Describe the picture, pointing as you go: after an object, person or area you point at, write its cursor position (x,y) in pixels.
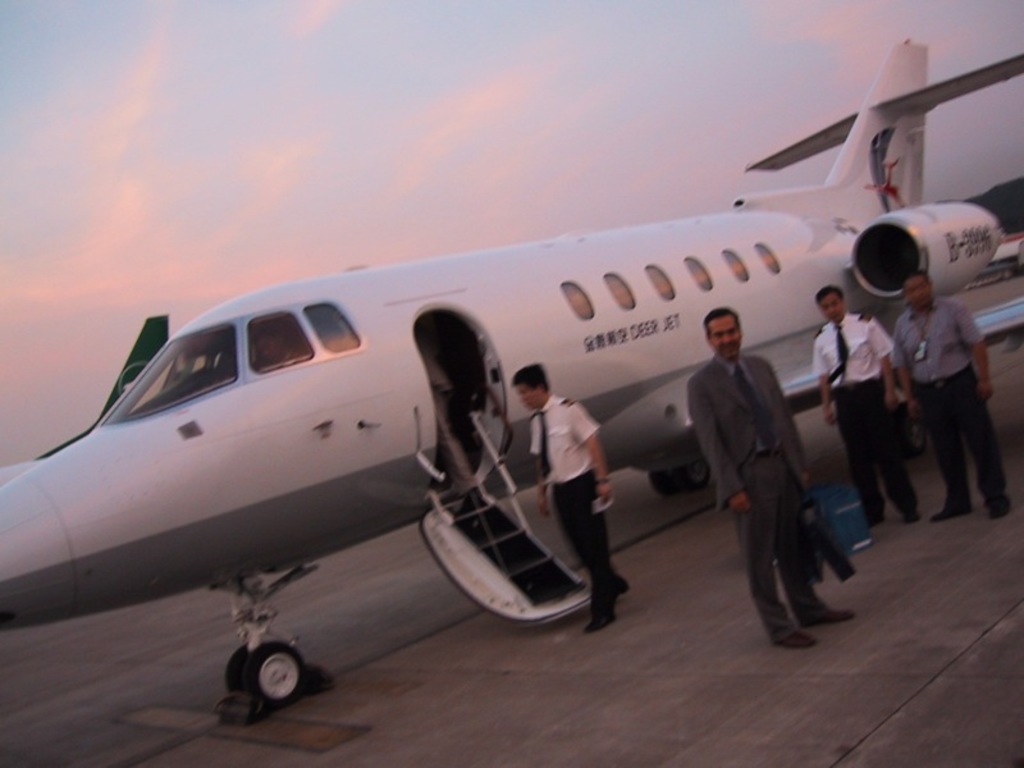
In this picture I can see there is a airplane (516,454) and it has windows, wings (969,91) and there are few people (912,512) standing here holding the suitcase (841,536) and the sky (335,178) is clear.
